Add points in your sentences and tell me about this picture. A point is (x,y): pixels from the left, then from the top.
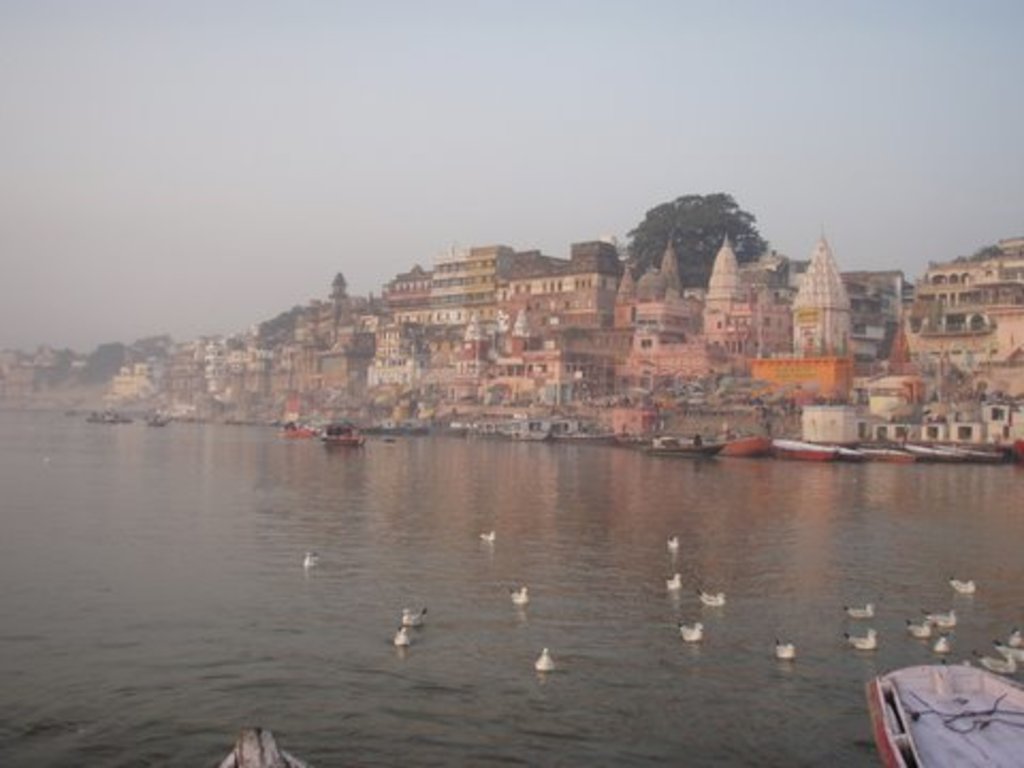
This image consists of a water (328,617) in which there are small ducks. To the right (930,755), there is a boat (945,731). In the background (467,370), there temples (803,351) and buildings (613,356).
